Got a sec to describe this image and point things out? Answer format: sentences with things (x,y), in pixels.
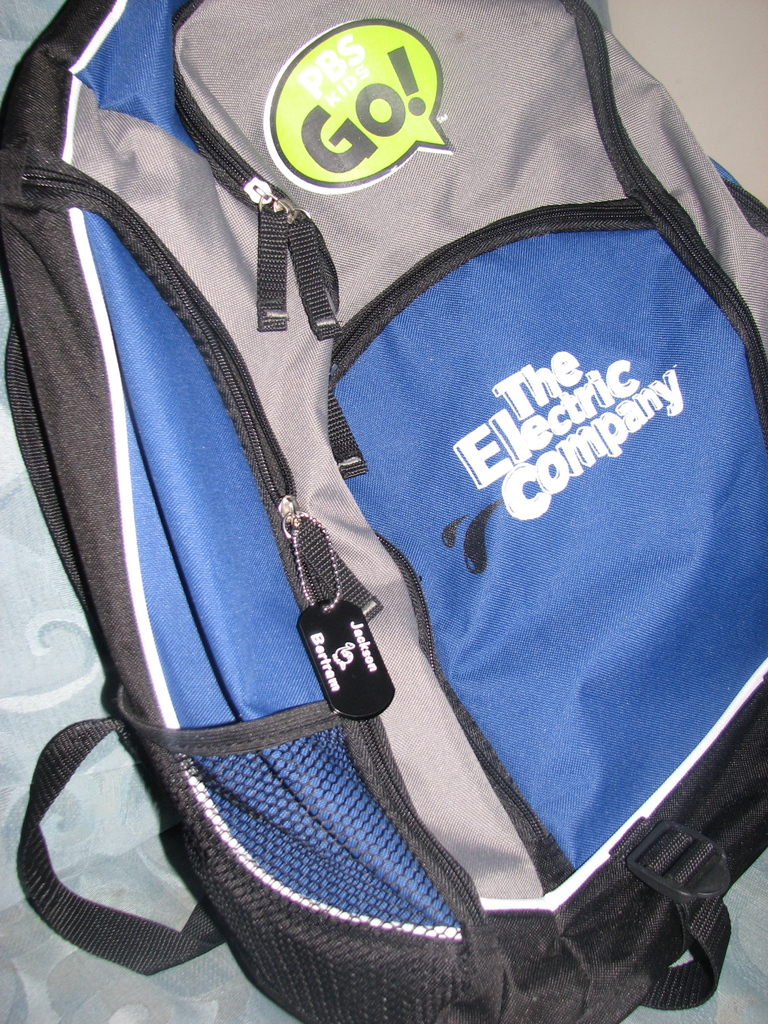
In this image I can see a backpack bag (555,500). It is of grey and blue color. The electric company is written on it. It has several zips (324,551) and also a water bottle sack (312,884).
